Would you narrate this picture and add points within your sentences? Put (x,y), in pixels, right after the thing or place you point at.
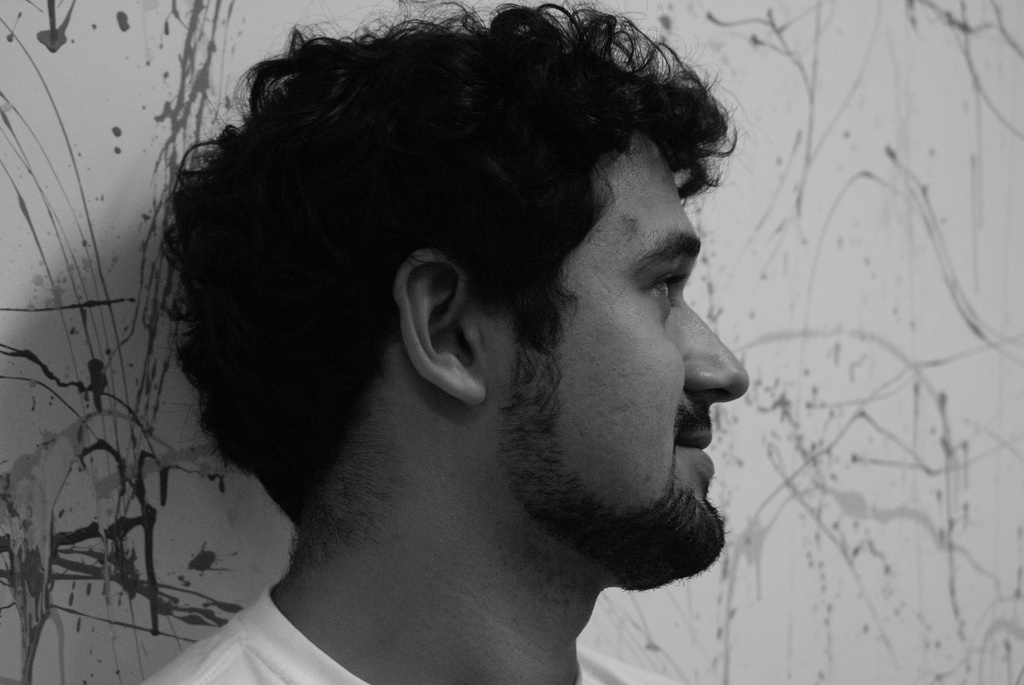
This is a black and white image. I can see the man (398,592) beard (661,573). He wore a T-shirt (262,653). This is the wall (827,314) with a painting (62,434).
